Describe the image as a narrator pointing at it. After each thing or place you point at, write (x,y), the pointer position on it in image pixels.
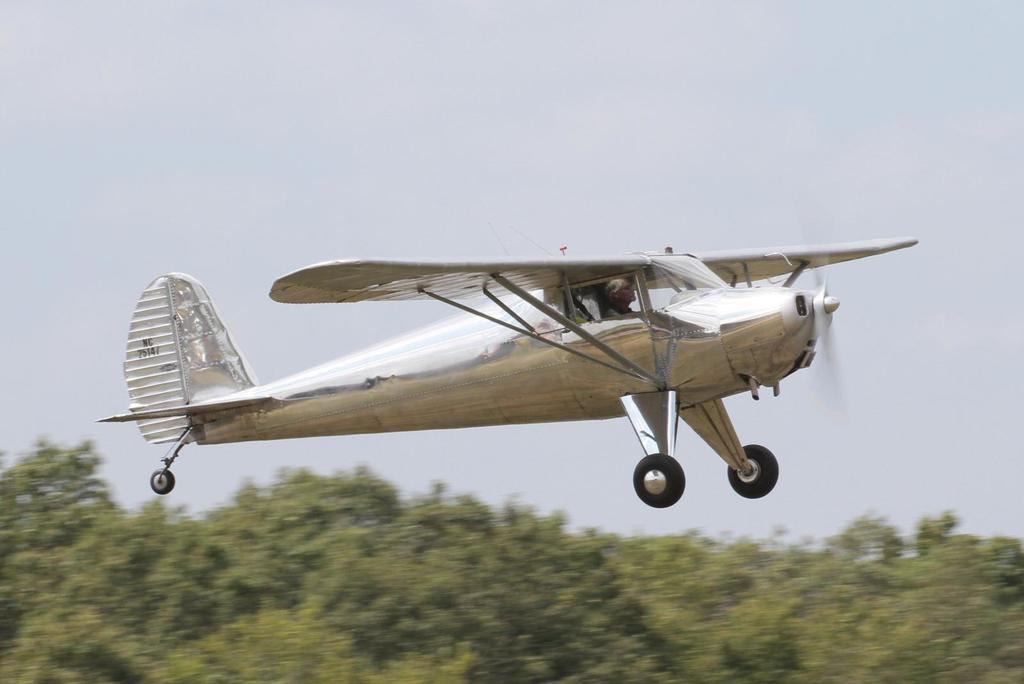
In this image there is an airplane (716,302) flying in the air (805,394). A person (609,314) is in the airplane (598,333). Bottom of the image (495,571) there are trees (680,576). Top of the image (577,69) there is sky (462,190).
